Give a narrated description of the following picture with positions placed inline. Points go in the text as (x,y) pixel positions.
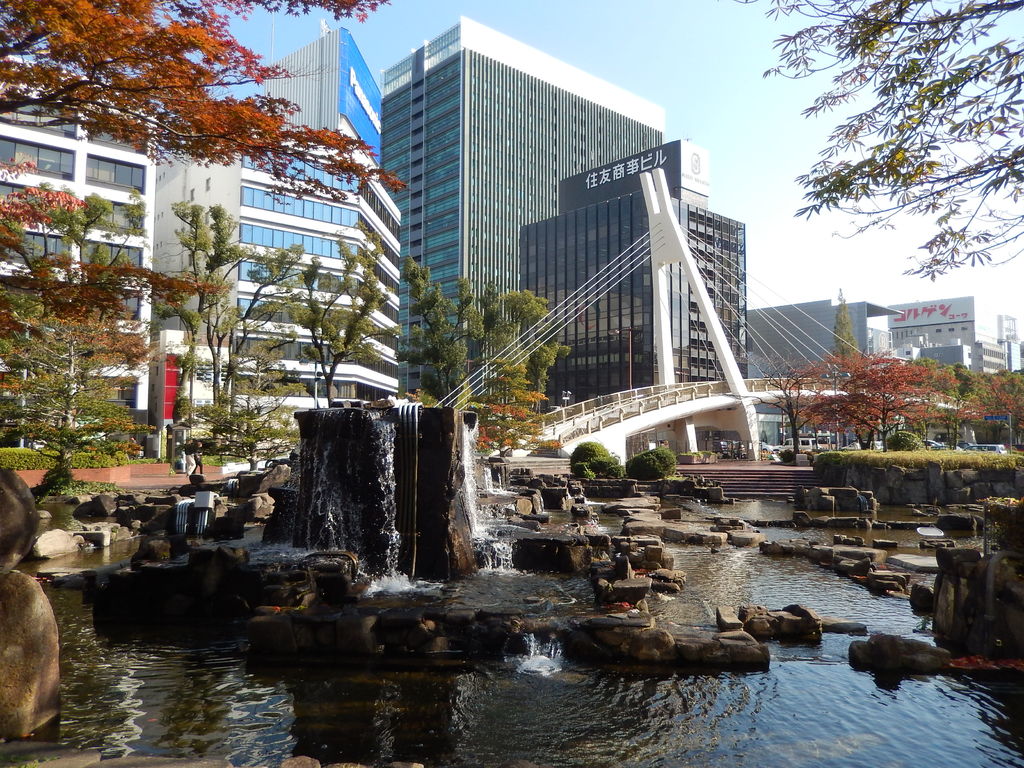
In this image we can see many buildings (377,156), there is a bridge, there are trees (536,383), there are rocks (411,640), there is the water (398,550), there are small plants (75,484), there is a sky (769,156).
